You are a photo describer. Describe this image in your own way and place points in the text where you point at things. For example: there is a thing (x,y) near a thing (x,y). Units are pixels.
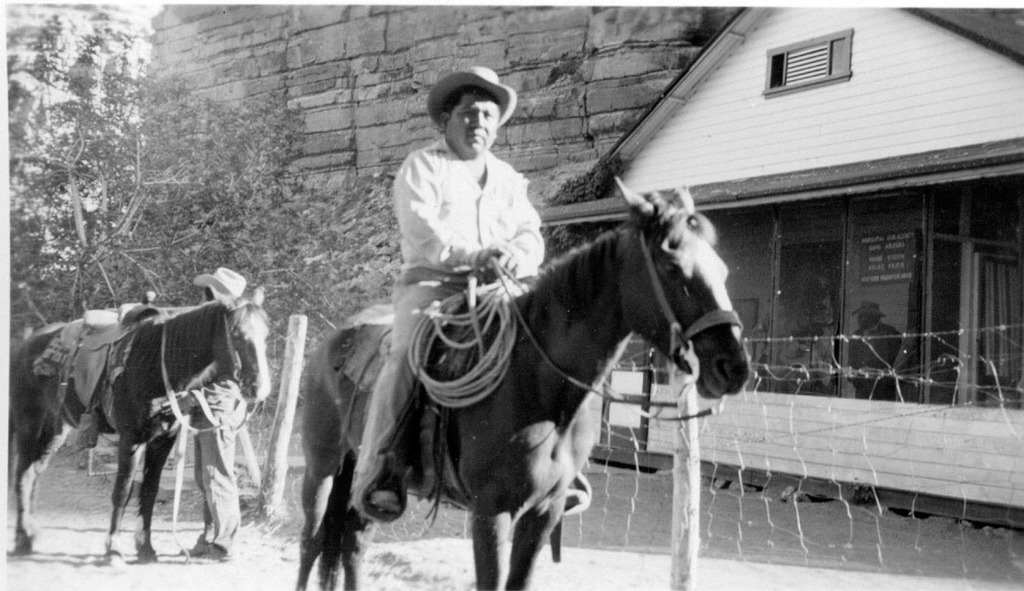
There is one man (529,272) riding a horse (574,353) as we can see in the middle of this image (558,299). There is one horse (199,309) and one man (228,473) present on the left side of this image (120,356). There are trees (163,166) and a house (733,201) in the background (191,220). We can see a fence (717,464) at the bottom of this image (742,475).
